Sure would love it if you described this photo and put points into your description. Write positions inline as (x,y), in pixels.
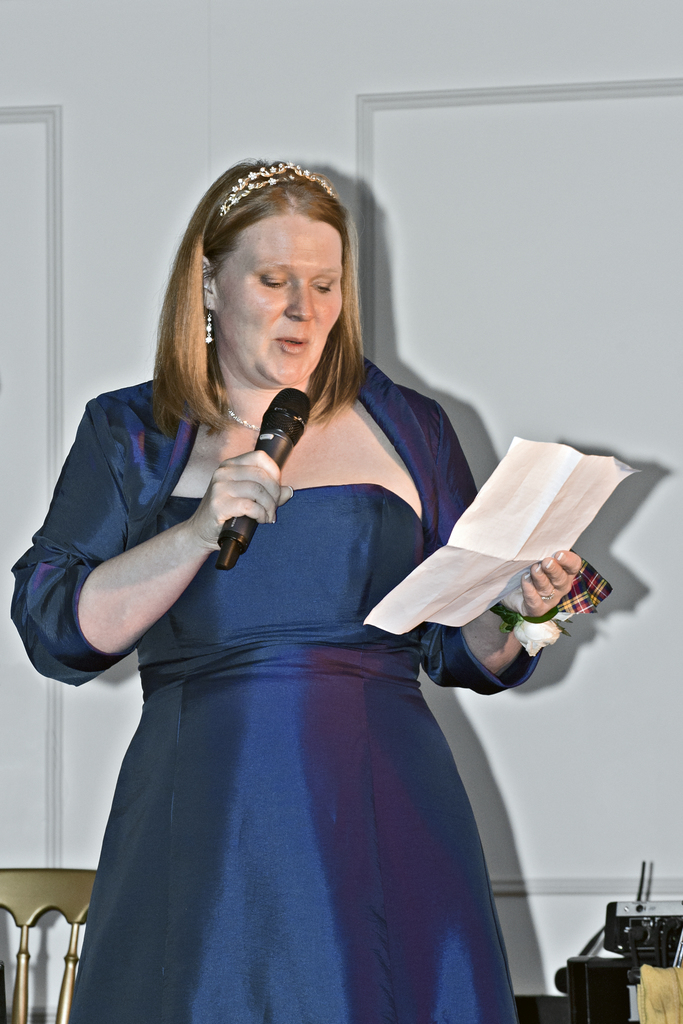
a person (299,699) is standing and speaking, holding a microphone (280,426) in her hand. in other hand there is a paper (519,551) in which she is seeing and speaking. the woman (322,514) is wearing a blue dress (254,775). behind her there is a white wall (481,119).
